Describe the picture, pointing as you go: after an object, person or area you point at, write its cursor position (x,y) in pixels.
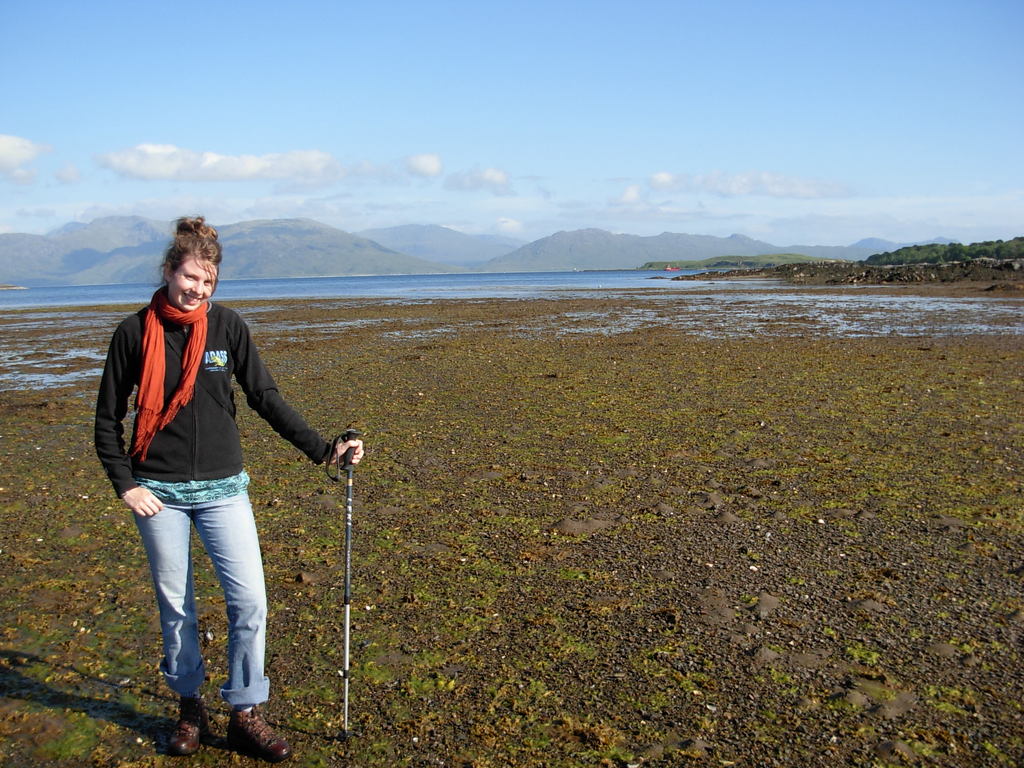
In the picture I can see a woman (180,348) on the left side (262,374) and there is a smile on her face (176,293). She is wearing a black color jacket (248,364) and she is holding a hiking pole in her left hand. In the background (442,279), I can see the ocean (321,290) and mountains (584,253). There are clouds (501,178) in the sky (728,188).
